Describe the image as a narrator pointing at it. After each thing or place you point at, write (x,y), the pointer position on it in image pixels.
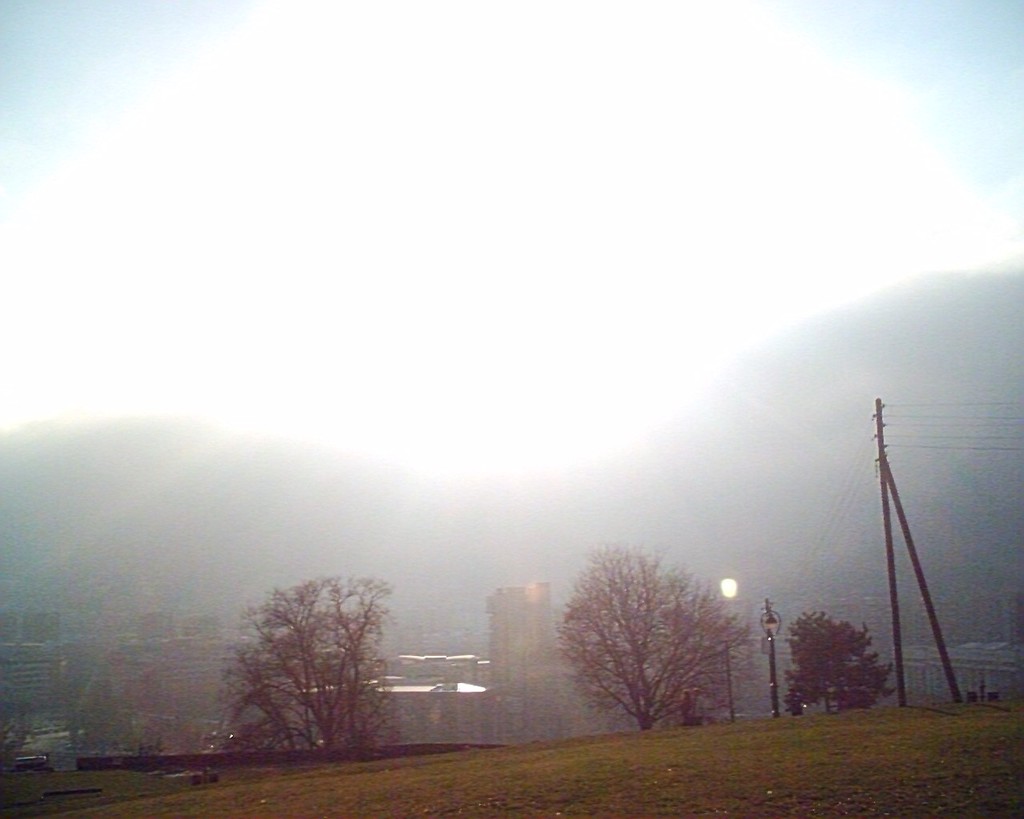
In the image there are trees (292,743) on the grass floor (654,776), behind it there are buildings (496,730), in the background (399,553) there are hills (804,425) and above its sky (330,150).
